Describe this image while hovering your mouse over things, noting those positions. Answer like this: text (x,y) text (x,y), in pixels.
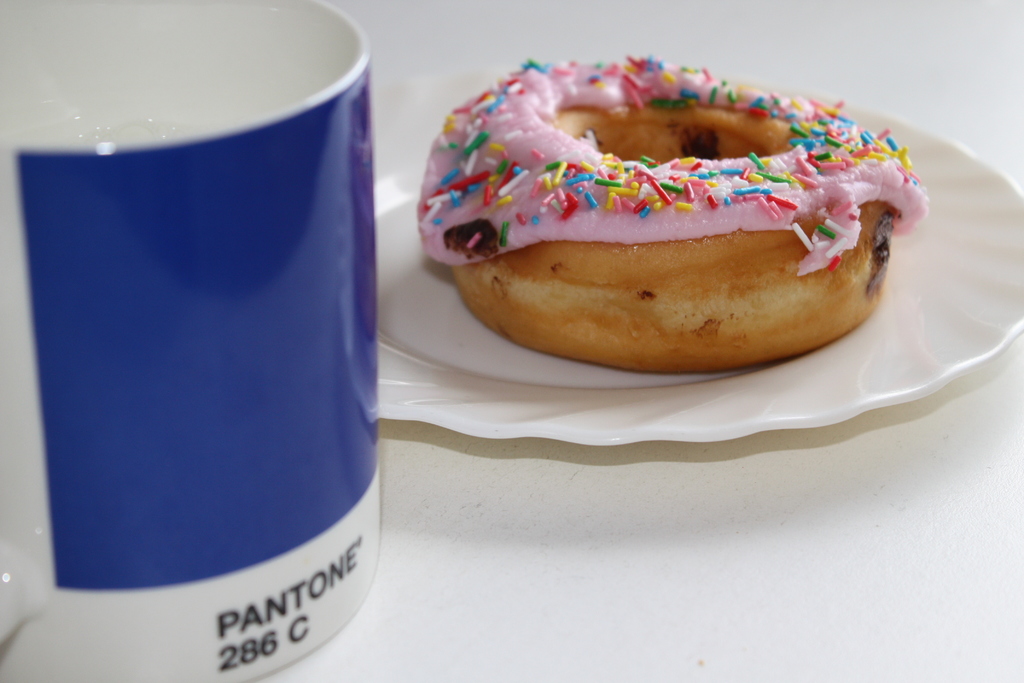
This image consist of food (683,236) which is on the plate (870,361) and on the left side (165,337) there is a cup (142,477) with some text (271,605) and numbers (236,647) written on it.
